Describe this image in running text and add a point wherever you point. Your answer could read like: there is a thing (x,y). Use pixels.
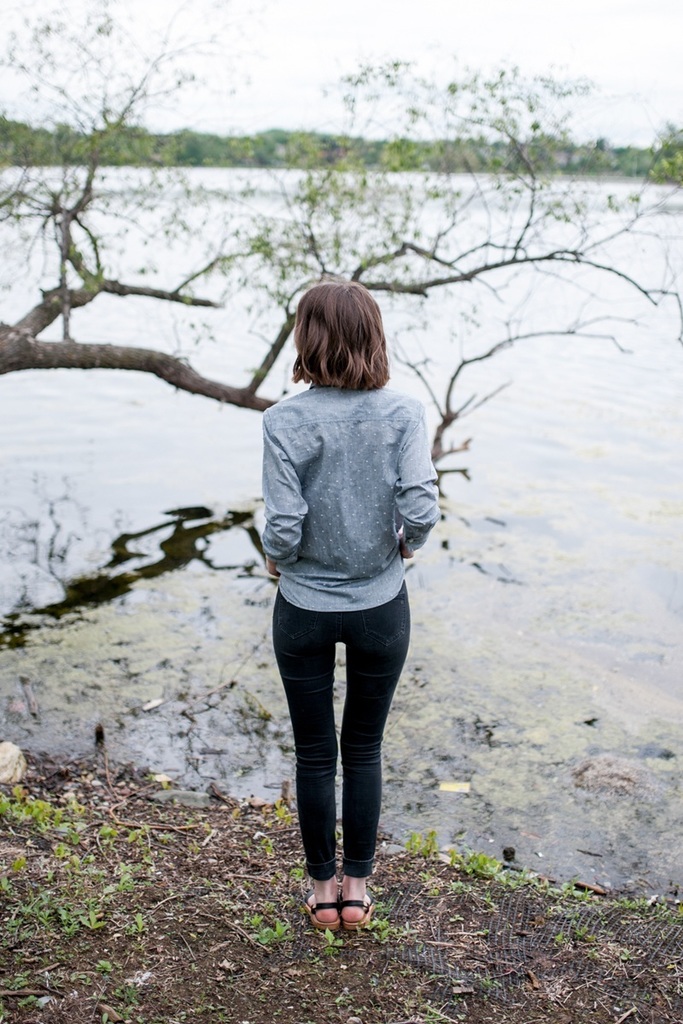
In the center of the image (323,517) we can see a lady (344,442) standing. In the background (576,582) there is water (562,423) and we can see trees (308,131). At the top (374,83) there is sky (427,18).
